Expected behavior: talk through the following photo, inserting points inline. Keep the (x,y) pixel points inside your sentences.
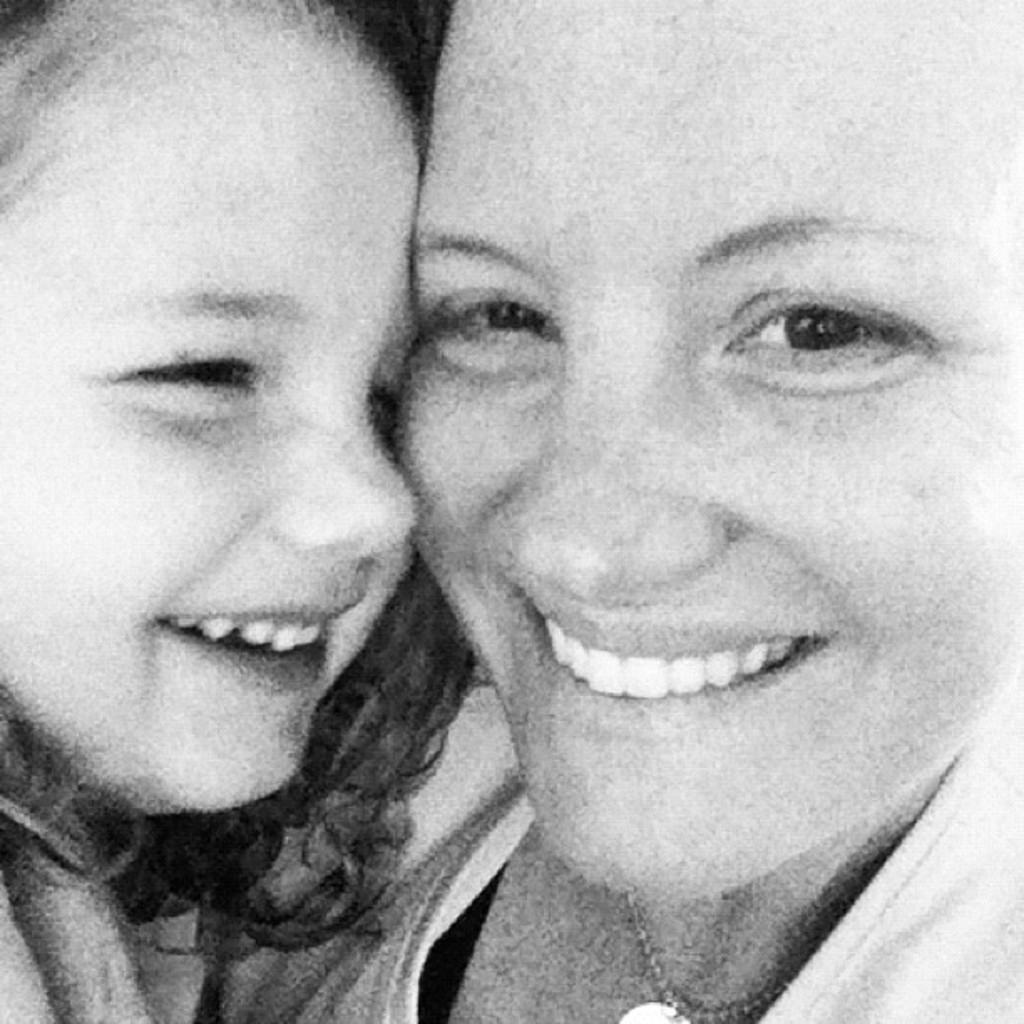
In this picture I can see a woman (522,438) and a girl (79,623) with smile on their faces (607,671).
